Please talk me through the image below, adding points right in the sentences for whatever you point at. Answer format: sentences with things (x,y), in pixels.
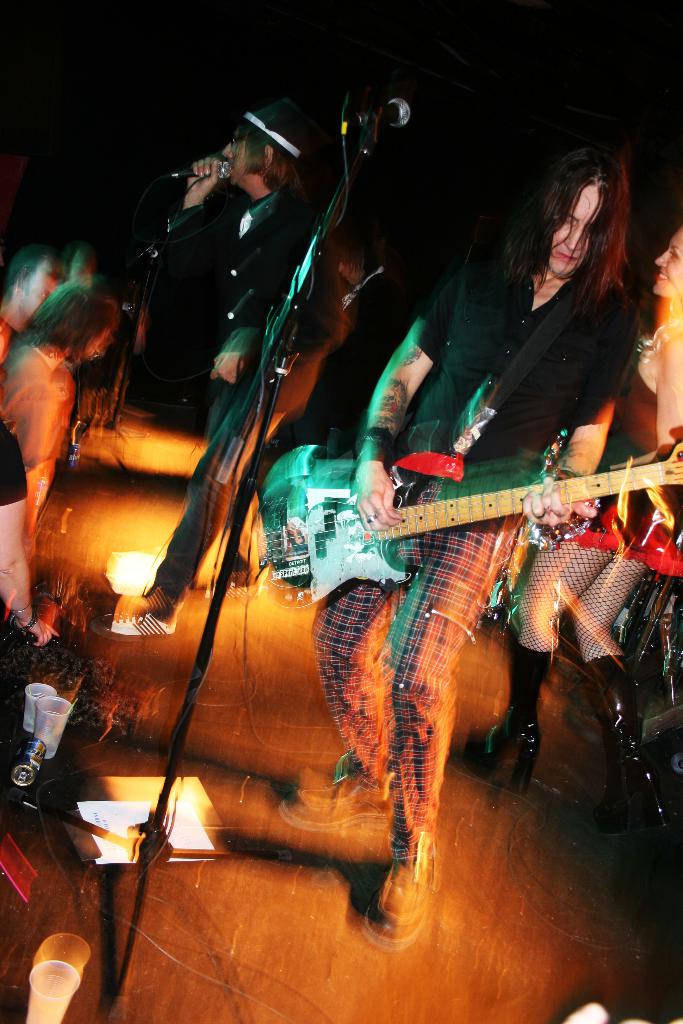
In this picture there is a person (506,539) standing and holding the guitar (596,492) and there is a person (233,588) standing and holding the microphone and there is a girl (649,359) dancing and there are group of people (12,577) standing. There is a speaker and there are glasses (45,714) and papers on the stage (237,784).
